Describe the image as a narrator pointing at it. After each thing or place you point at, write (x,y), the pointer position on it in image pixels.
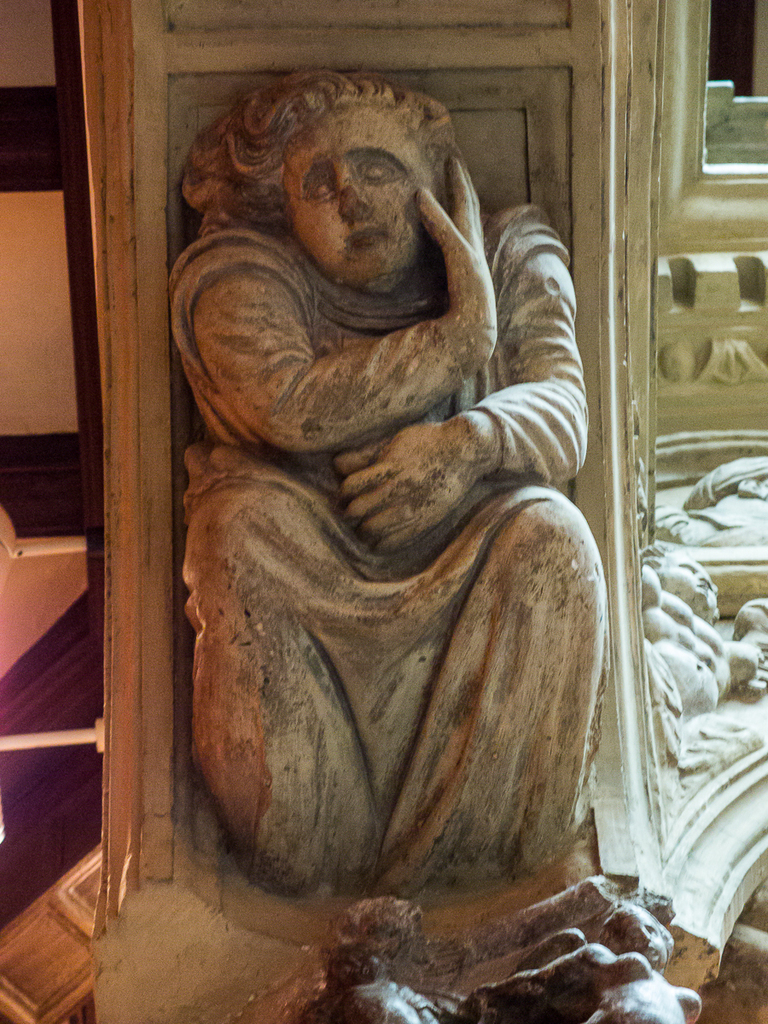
In this image in the center (395,496) there is a statue (376,466).
